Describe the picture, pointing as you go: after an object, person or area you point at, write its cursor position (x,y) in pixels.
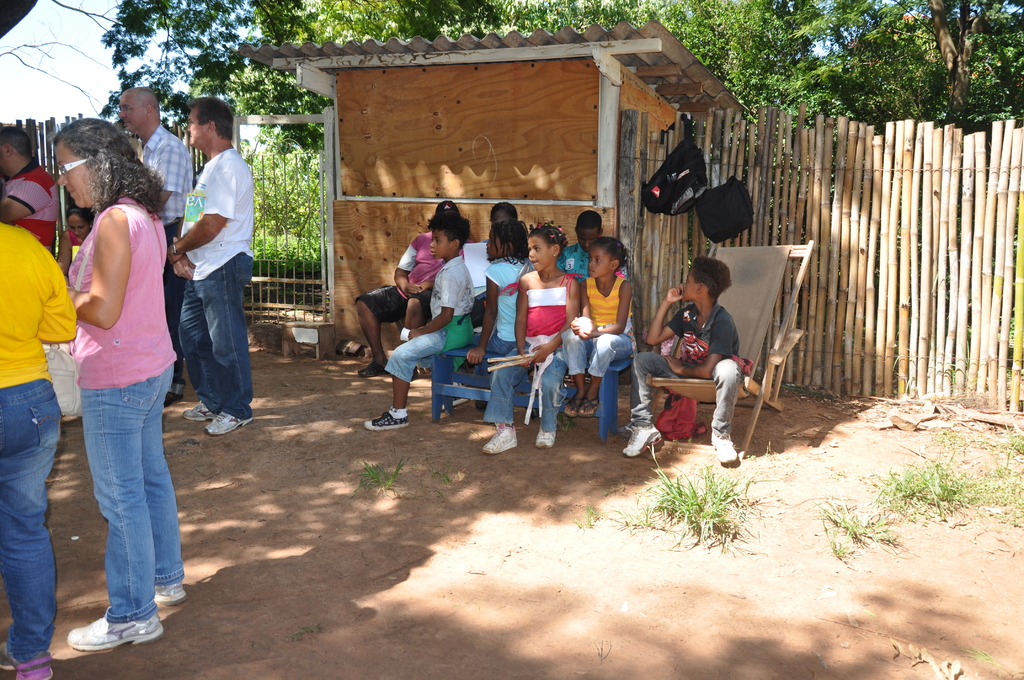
In this picture there are some small children (727,453) sitting on the bench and looking on the left side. On the left (87,132) we can see some men (158,138) and women (138,271) standing and discussing something. Behind there is a wooden shed (580,162) and some bamboo fencing (970,194). In the background (859,84) we can see some trees (859,84).
